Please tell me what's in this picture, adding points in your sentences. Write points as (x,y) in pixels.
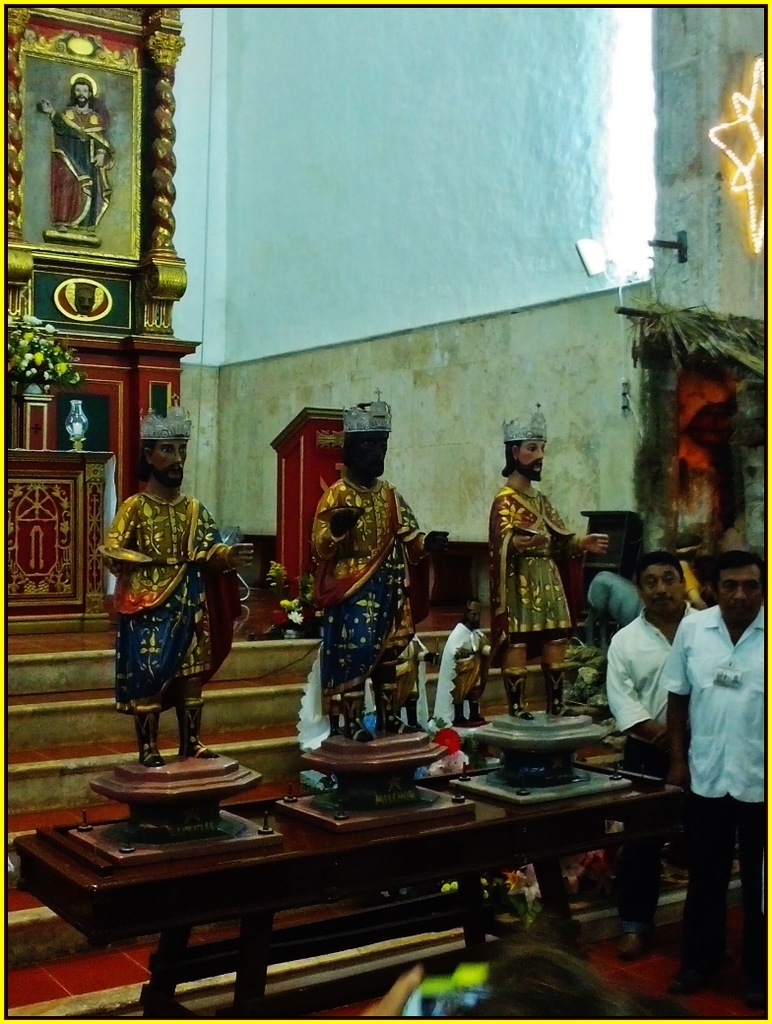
In this image I can see the few people (715,701) standing and wearing the white and black color dresses (713,722). To the side these people (696,820) I can see the statues (348,593) of the persons (362,628). In the back (118,261) I can see the bouquet (19,360), vase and also the frame (112,251) to the wall (208,403).
